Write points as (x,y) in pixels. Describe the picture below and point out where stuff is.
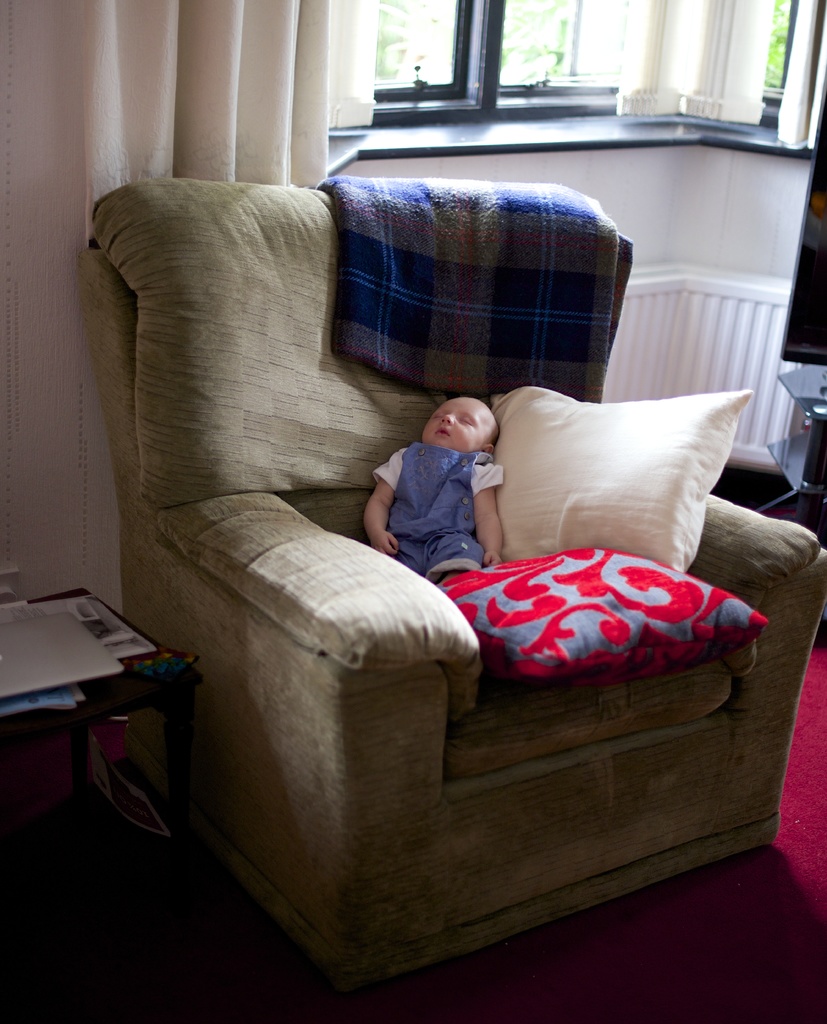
this picture shows a baby (399,453) sleeping on the chair (328,845) and we see two pillows (494,623) on the side and we see a window (403,118) and curtain (732,5) hanging to it
